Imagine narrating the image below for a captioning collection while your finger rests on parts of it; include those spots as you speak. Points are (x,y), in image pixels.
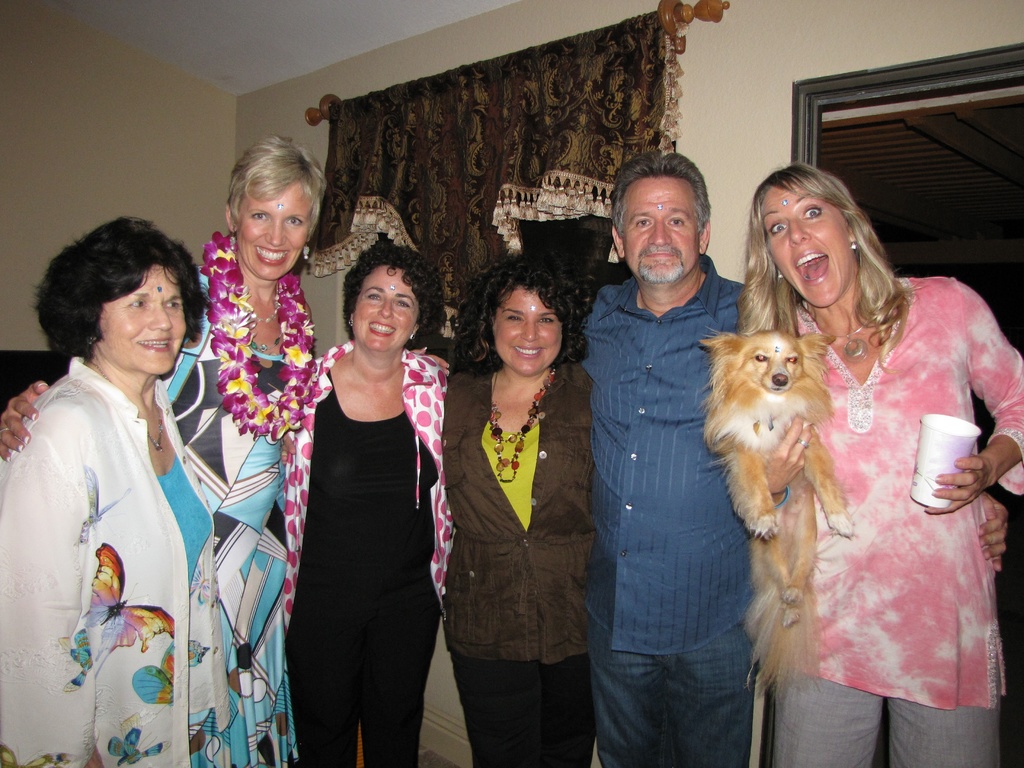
In this image i can see few people (120,414) standing and smiling, the woman (802,247) in the right corner (896,533) is holding a dog (810,472) and a glass (942,457) in her hands (962,466). In the background (751,113) i can see a wall (741,111) and a curtain (490,133).
